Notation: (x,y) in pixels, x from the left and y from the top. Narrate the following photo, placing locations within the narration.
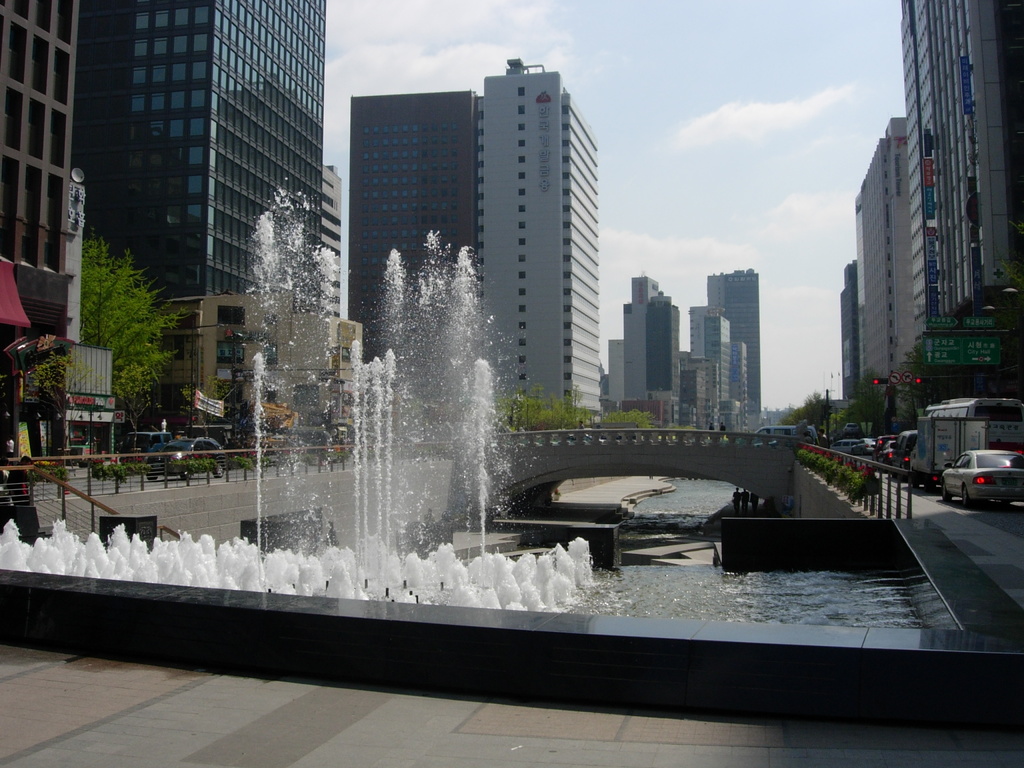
In this image there is a ground (313,716) at bottom of this image (258,718) and there is a fountain (371,589) as we can see in middle of this image (357,483) and there is a bridge (691,429) at right side of this image (693,462) and there are some buildings (580,384) in the background (754,358). There are some trees (128,390) in middle of this image (521,401) and there are some vehicles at left side of this image (160,437) and right side of this image (894,449) as well. there is a sky (695,125) at top of this image (673,102).
